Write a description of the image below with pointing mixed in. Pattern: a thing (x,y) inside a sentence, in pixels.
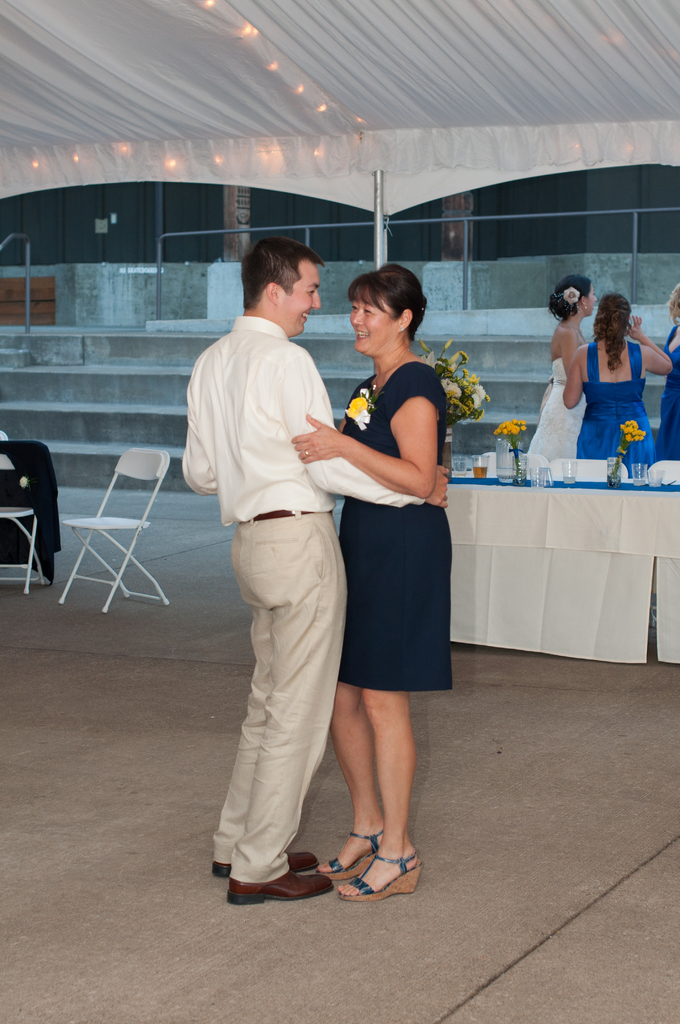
In this image there are persons (343,541) standing, there is a person (676,347) truncated towards the right of the image (673,407), there is a table (597,566) truncated towards the right of the image (610,500), there are chairs (490,461), there are objects (521,479) on the table (599,537), there are objects (40,471) truncated towards the left of the image (59,454), there are staircase (153,396), there is a pole (379,251), there is tent (385,188) truncated towards the top of the image (319,11), there are lights (271,145) on the tent (177,131), there is the wall (146,288), there are flowers (427,351).
